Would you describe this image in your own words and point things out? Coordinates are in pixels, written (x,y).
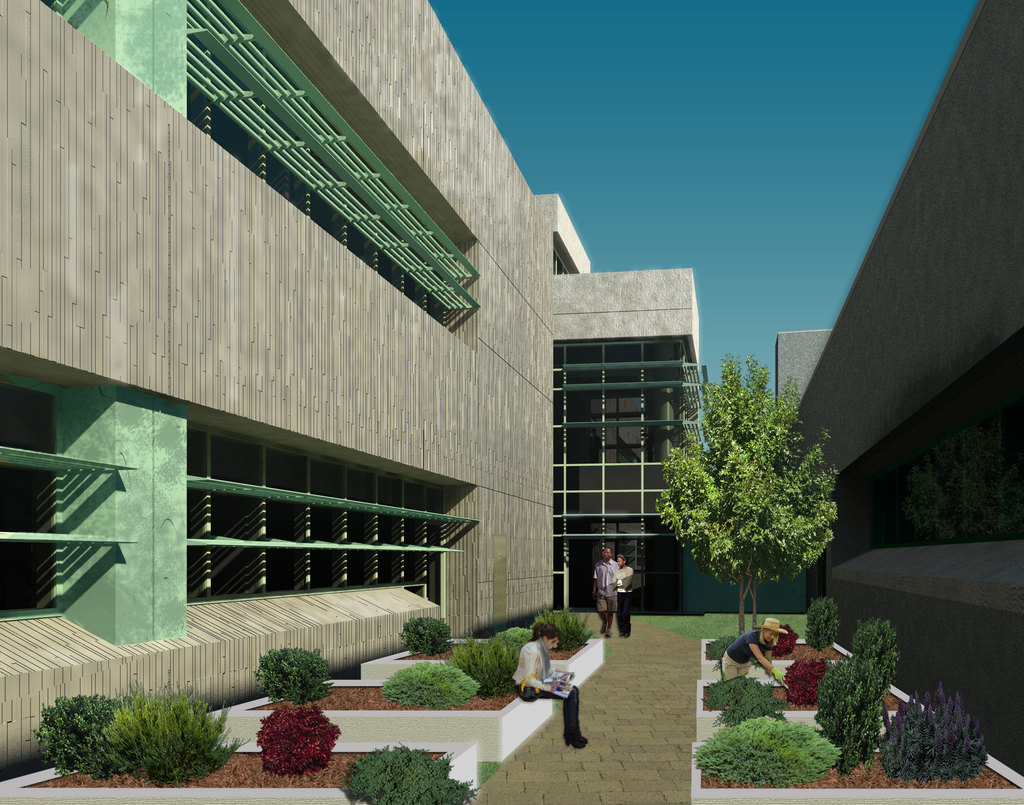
This image is an edited image in which there are plants (709,688), trees (749,517), buildings (722,587) and persons (619,623).
